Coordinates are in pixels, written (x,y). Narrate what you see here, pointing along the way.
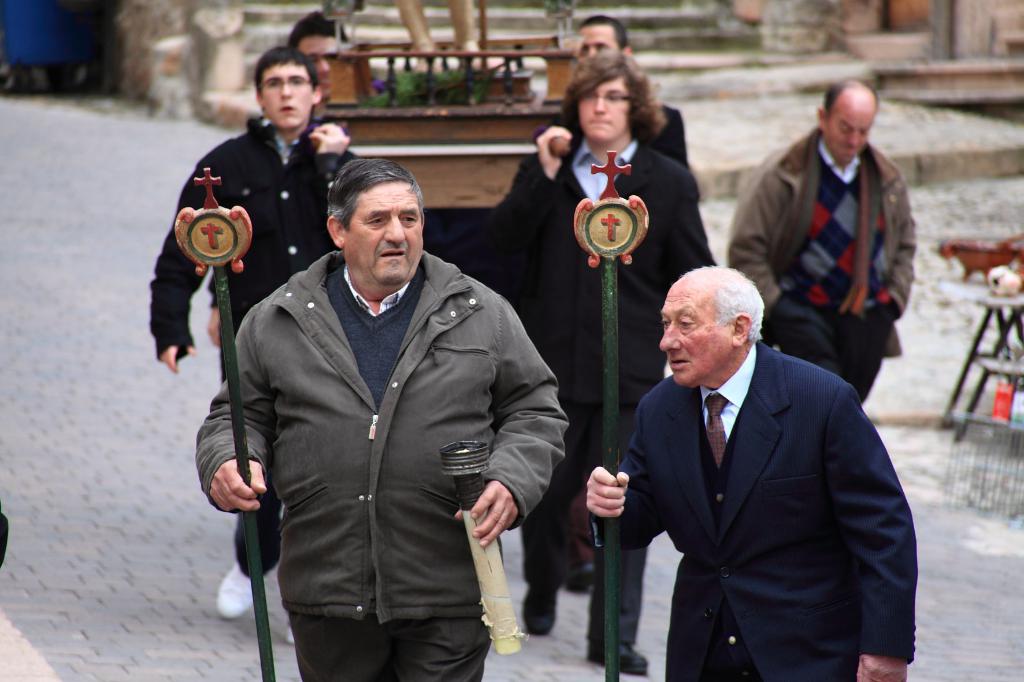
In this picture there are six people (488,309) holding the objects (455,142) and walking and there is a man (904,245) walking. At the back (1005,4) there is a staircase (680,30) and there might be a building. On the right side of the image (1015,251) there are objects (1018,423). At the bottom (205,540) there is a road (122,424).
